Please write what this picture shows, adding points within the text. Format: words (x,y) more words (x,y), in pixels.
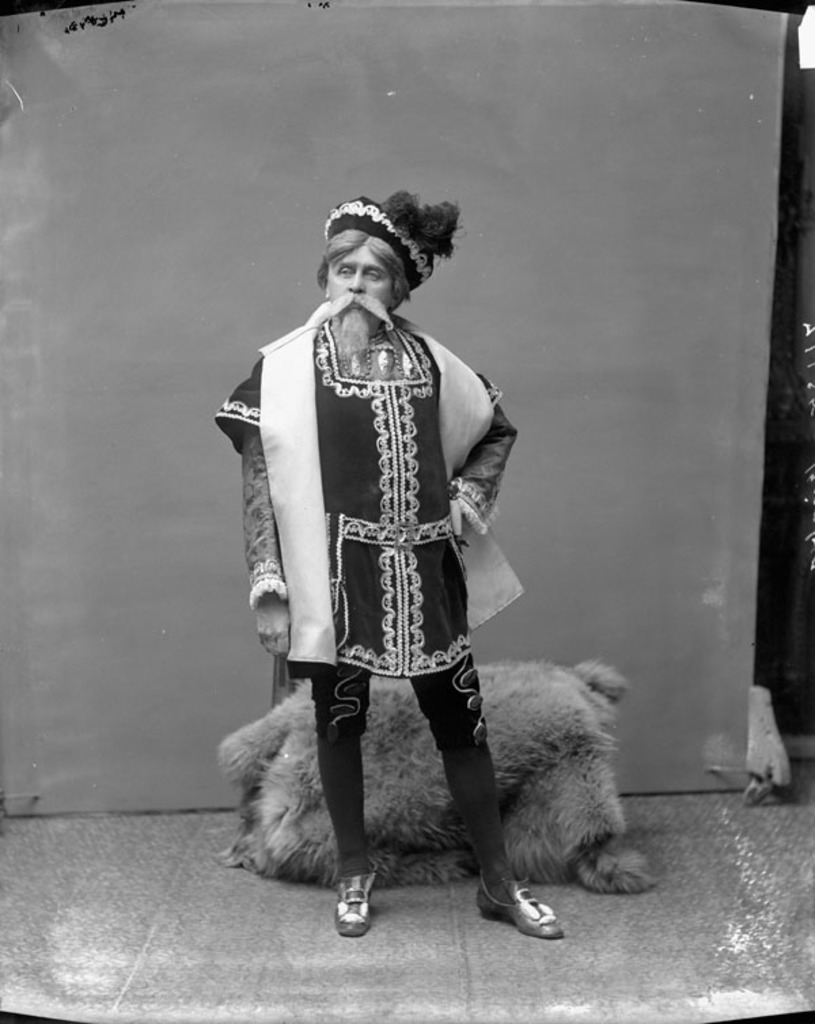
It is a black and white picture. In the center of the image (379,599) we can see one person (399,600) standing and he is in a different costume (369,592). In the background (739,434) there is a wall (473,77), one animal type object (581,867) and a few other objects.
